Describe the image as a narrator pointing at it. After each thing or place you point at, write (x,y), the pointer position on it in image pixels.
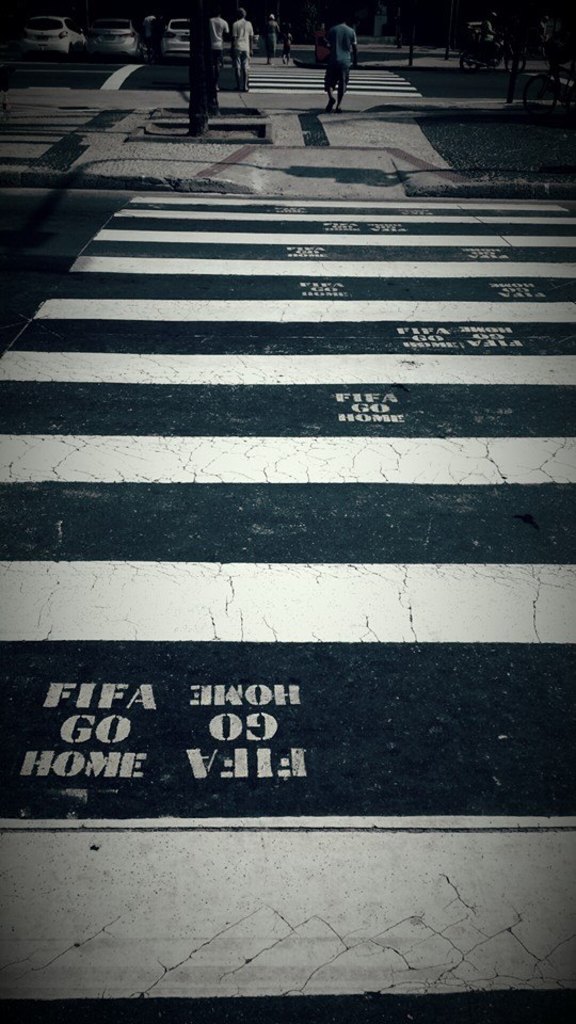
In this picture there are few people (287,53) walking on zebra crossing (363,442) and there are few cars (95,46) in the left top corner (112,39).
